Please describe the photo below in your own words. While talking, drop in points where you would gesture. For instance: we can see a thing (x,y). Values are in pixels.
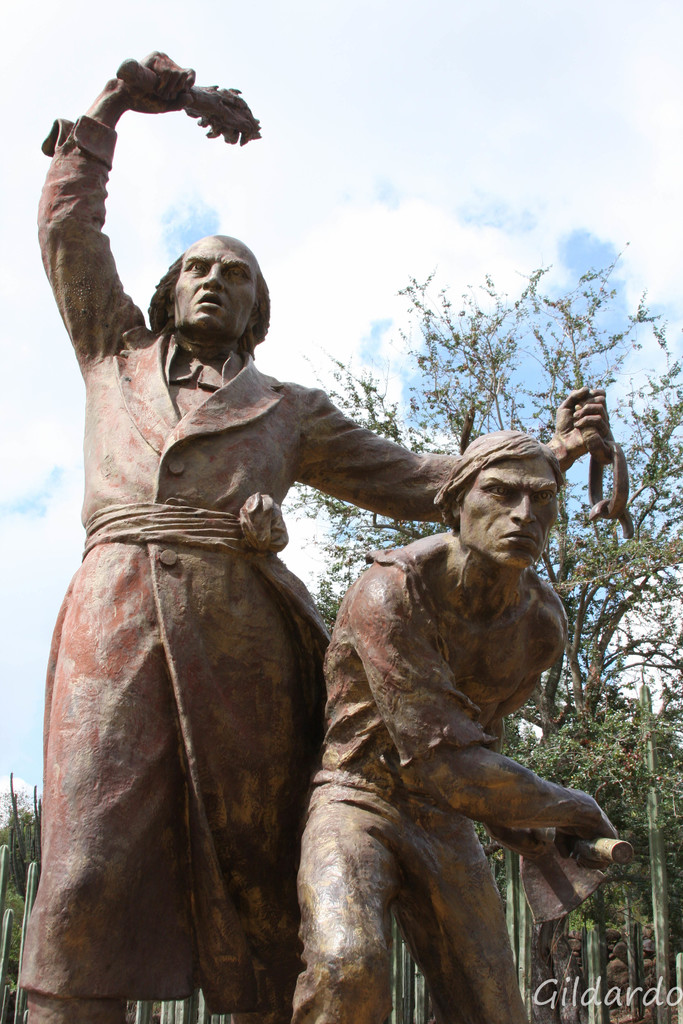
In this image in the foreground (468,696) there are two sculptures (455,699) visible, at the bottom (537,997) there is a text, behind the sculptures (506,993) trees (494,323), sky (625,316) visible at the top (447,79).
